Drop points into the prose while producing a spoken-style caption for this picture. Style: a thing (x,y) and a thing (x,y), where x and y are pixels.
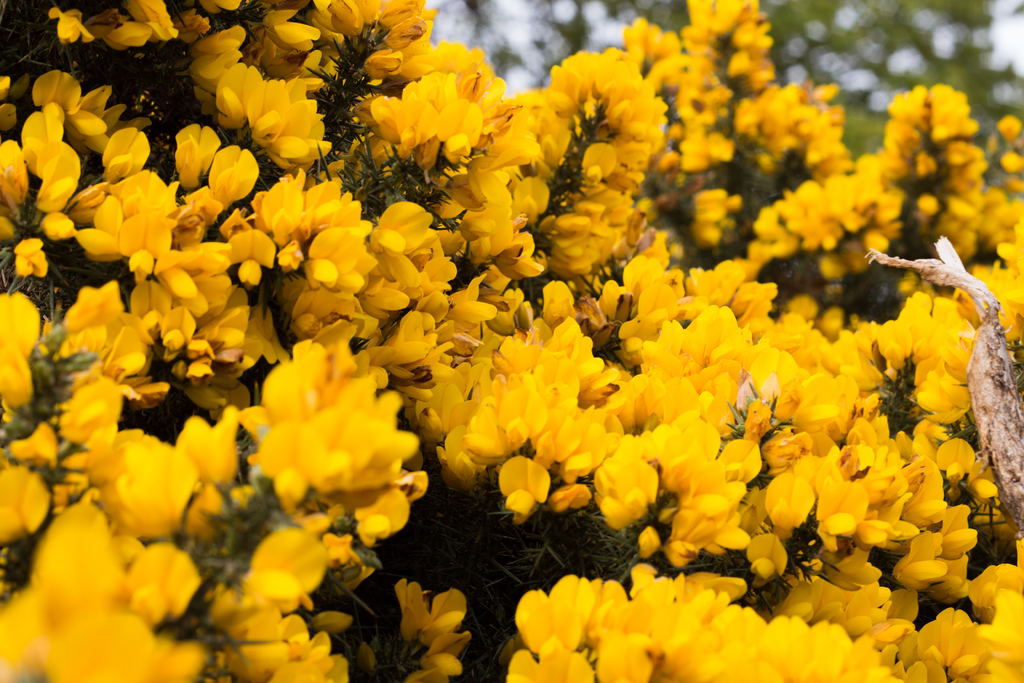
The picture consists of flowers (627,313), plants (598,302) and stem (988,364). The background (438,32) is blurred.
